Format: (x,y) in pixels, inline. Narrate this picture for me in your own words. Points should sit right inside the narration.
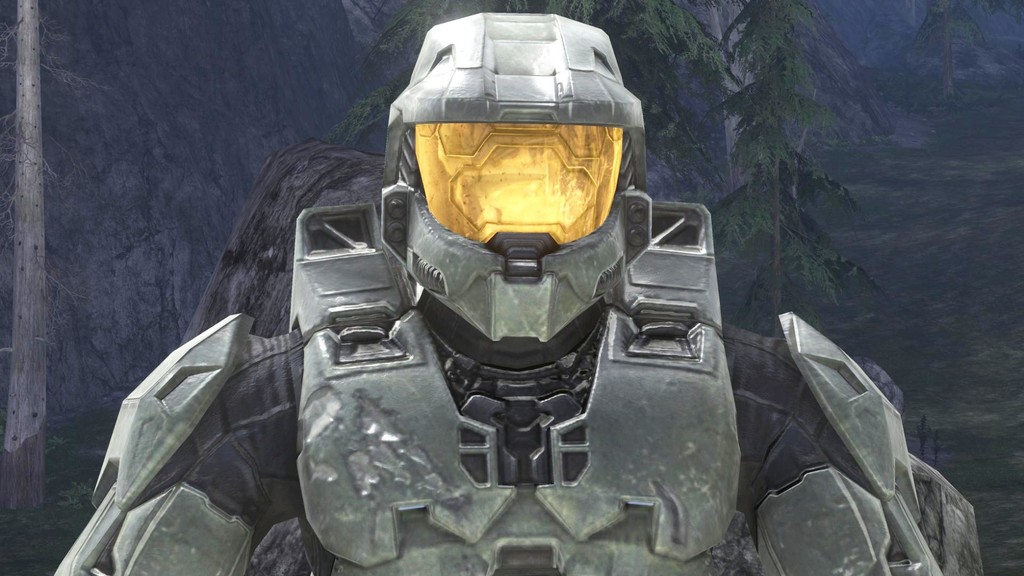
Here I can see a robot (692,323). In the background (848,219), I can see a painting (201,150) of trees (779,141).
